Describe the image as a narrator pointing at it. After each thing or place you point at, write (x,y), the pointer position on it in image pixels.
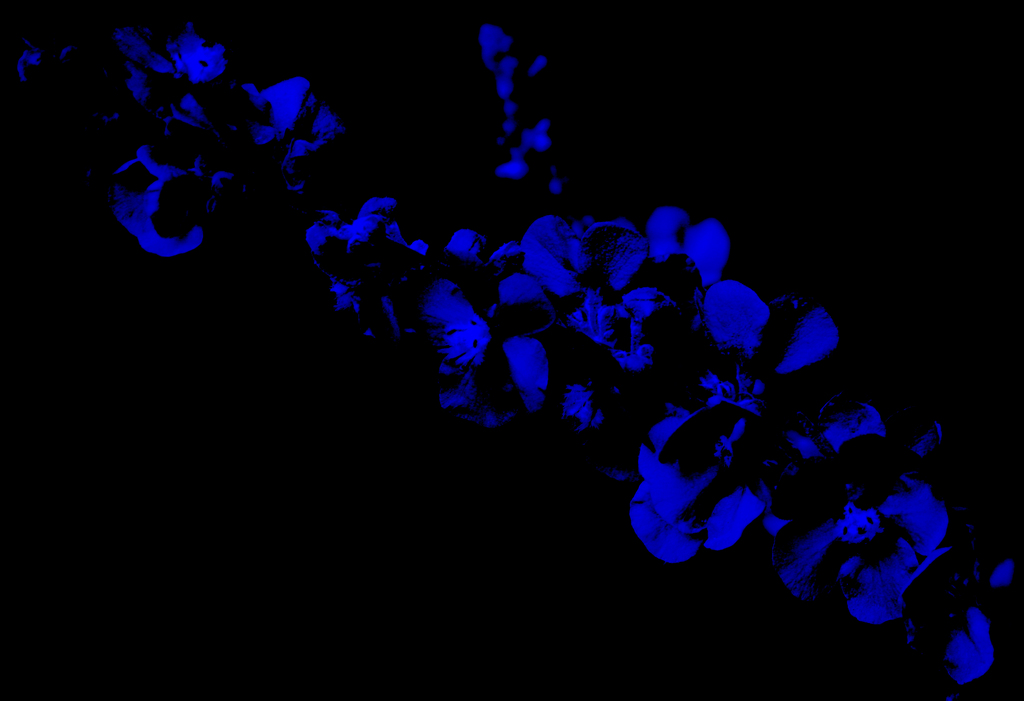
In this image we can see blue flowers (129,82). Background (746,661) it is in black color.
